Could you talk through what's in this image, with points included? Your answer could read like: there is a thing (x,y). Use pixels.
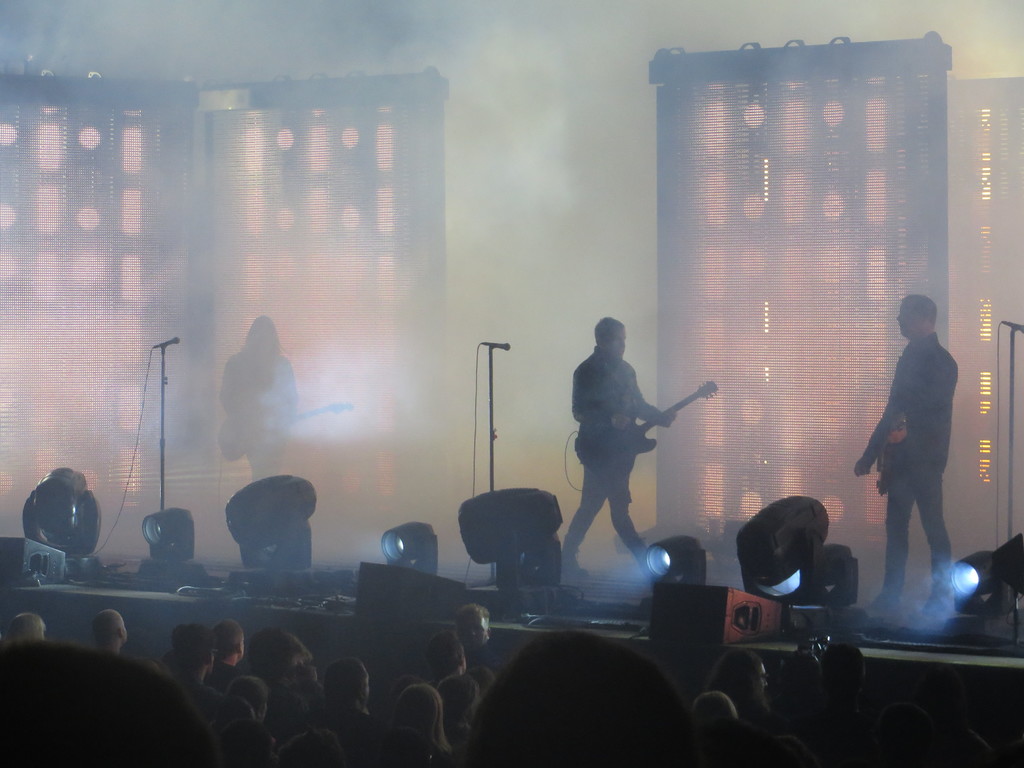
In this image, there are three people (617,403) standing and holding the guitars (629,437). These are the mikes (491,345), which are attached to the mike stands (164,350). I can see the show lights (71,545). At the bottom of the image (336,710), I can see a group of people (322,696) standing. These look like the screens (708,304).
